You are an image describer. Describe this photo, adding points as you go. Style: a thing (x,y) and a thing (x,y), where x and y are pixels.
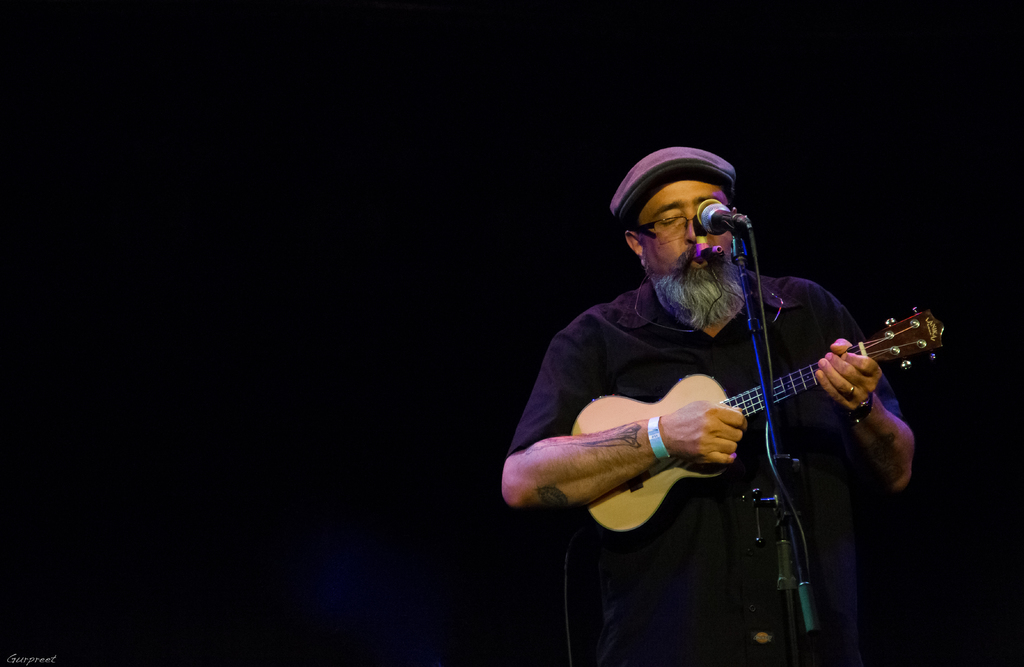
In this picture there is a man (799,326) who is holding a guitar (802,384) and playing it and standing in front of a mike (737,224) in black shirt (602,342) and hat (628,200) and have spectacles (642,226) in the dark background (357,277).
